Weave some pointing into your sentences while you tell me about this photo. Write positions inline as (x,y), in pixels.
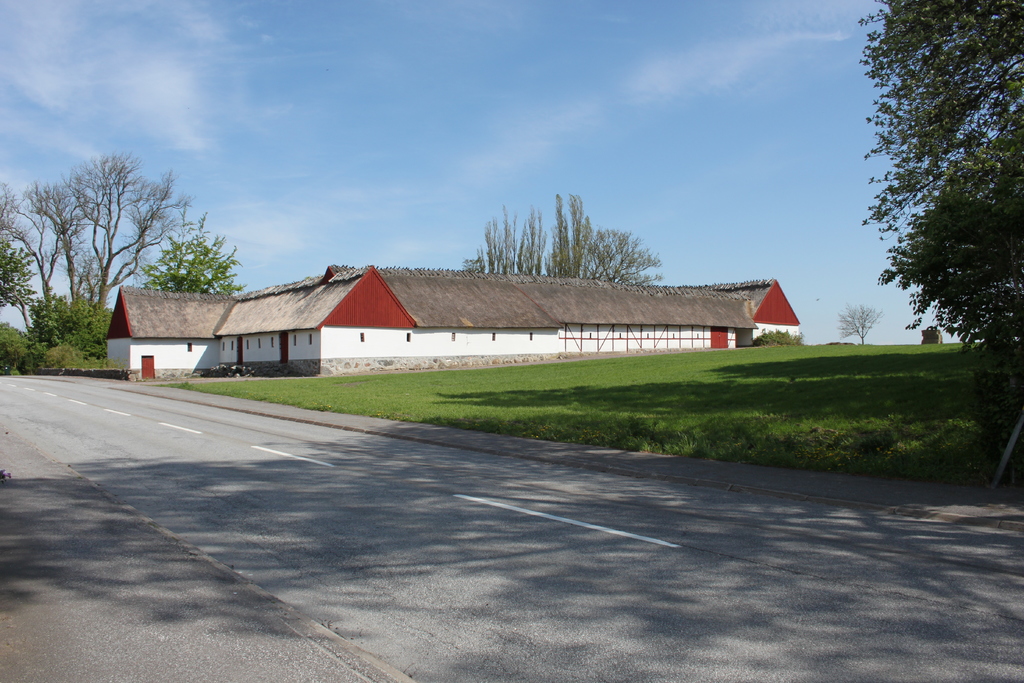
Sky (746,240) is in blue color. Here we can see grass (741,349), house (586,343) with windows (361,336) and trees (863,312). These are clouds (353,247).
